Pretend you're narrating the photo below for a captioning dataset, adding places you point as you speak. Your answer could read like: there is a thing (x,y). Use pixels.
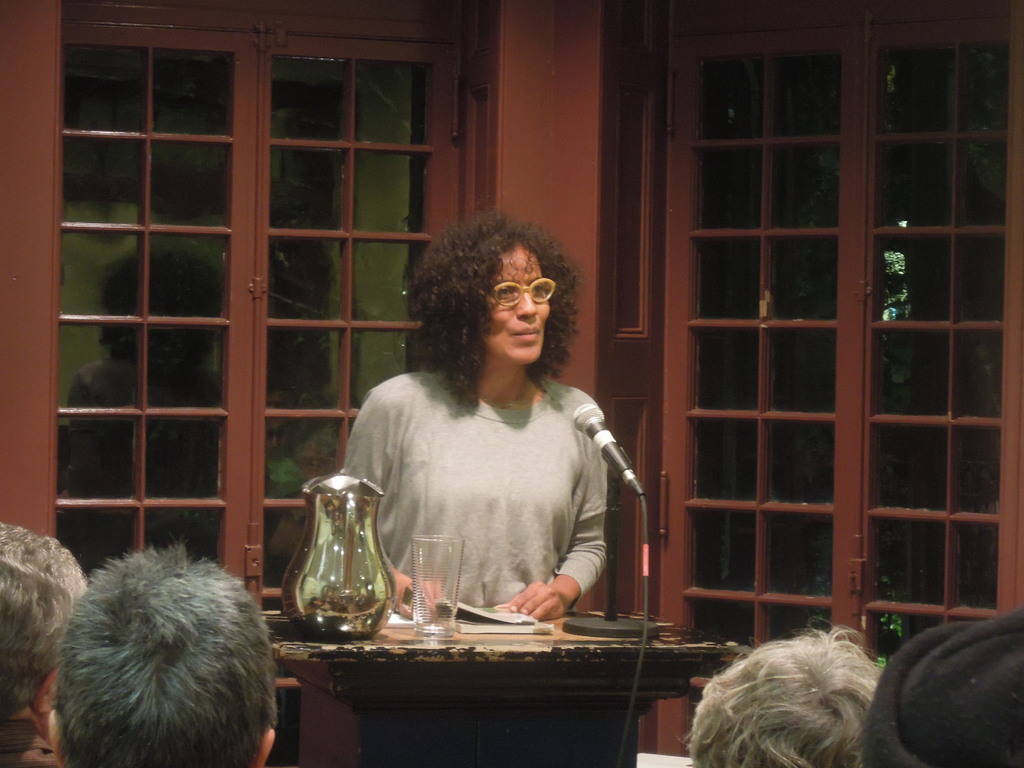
In this picture we can see some people (841,736) are sitting and a woman (497,484) is standing behind the podium (449,692) and on the podium (576,670) there is a microphone (600,437) with stand (613,536) and a cable (643,618), book (484,616), glass (425,595) and a jar (302,555). Behind the woman (427,483) there are doors (825,269).
